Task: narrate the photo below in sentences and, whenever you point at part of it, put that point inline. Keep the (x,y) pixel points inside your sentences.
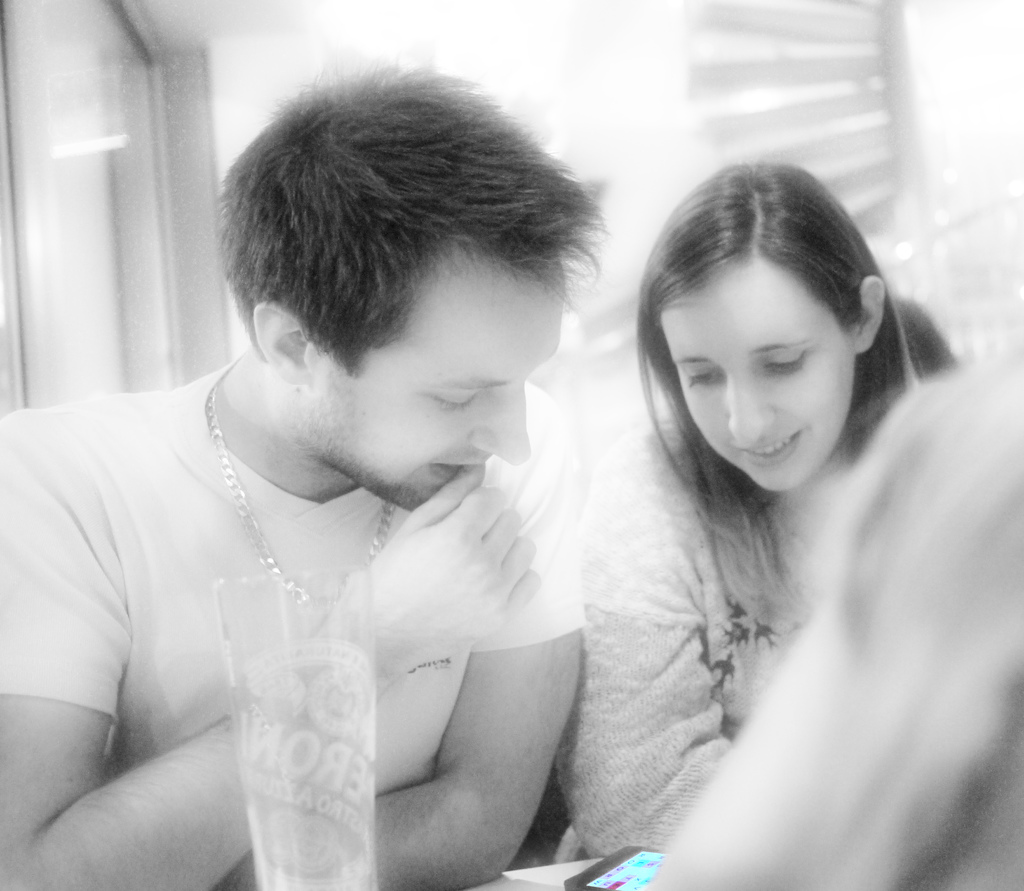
In this image we can see two people (500,453) sitting in a room (723,135) looking at the cell phone (626,868) and there is a glass (304,747) on the table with some blurry background (343,9).
